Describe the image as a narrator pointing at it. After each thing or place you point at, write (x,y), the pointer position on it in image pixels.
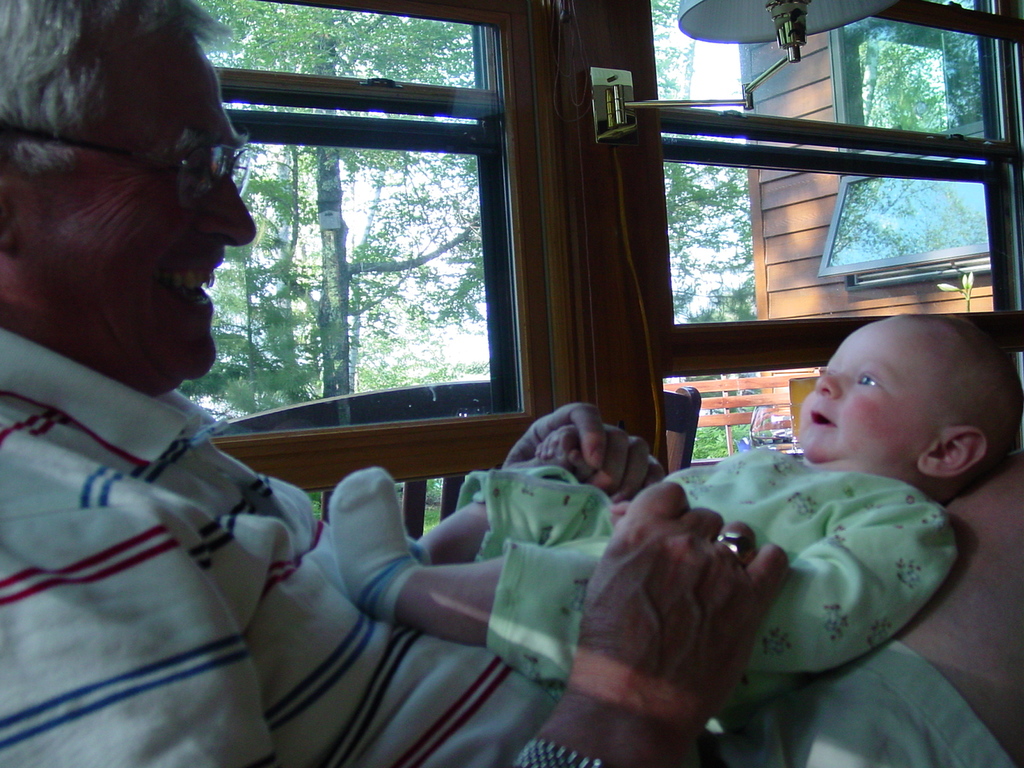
In this image we can see a man (420,654) wearing specs (198,185). And he is holding a baby (870,535) on the lap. In the back (530,371) there are windows (436,179). Through the windows (712,241) we can see trees (369,268). On the wall (579,98) there is a lamp (695,23).
